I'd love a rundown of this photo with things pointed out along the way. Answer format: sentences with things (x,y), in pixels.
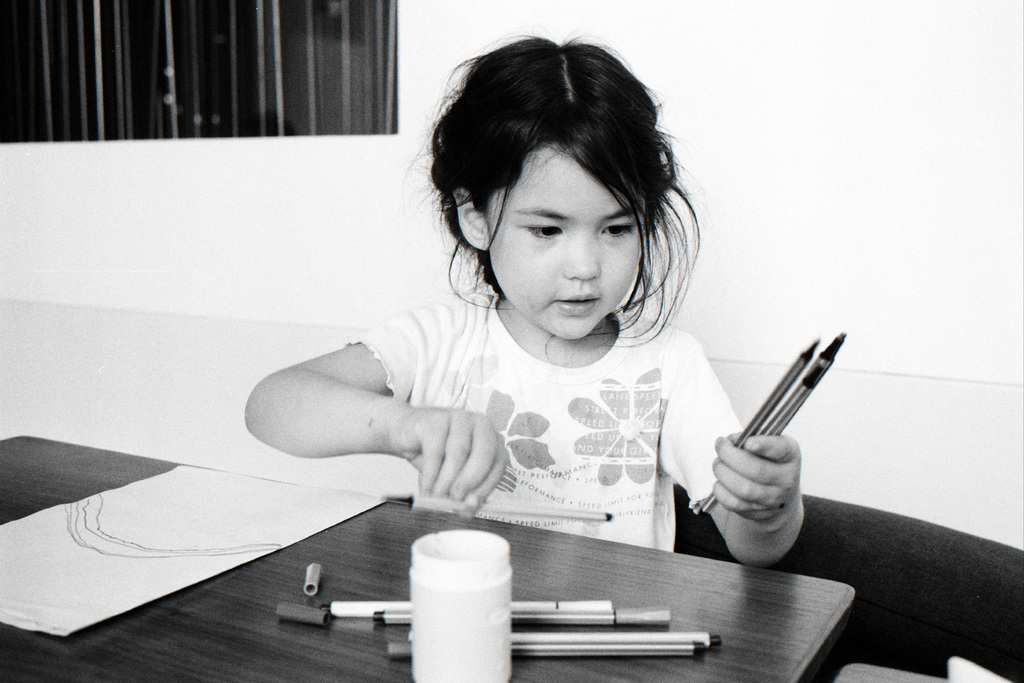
There is a girl (533,318), sitting in front of a table (310,552) holding some pens (760,431) in her hand (751,472). There is a paper (177,580) and a box (455,611) and some pens (589,611) on the table (583,597). In the background (805,160) we can observe wall (779,174) here.
